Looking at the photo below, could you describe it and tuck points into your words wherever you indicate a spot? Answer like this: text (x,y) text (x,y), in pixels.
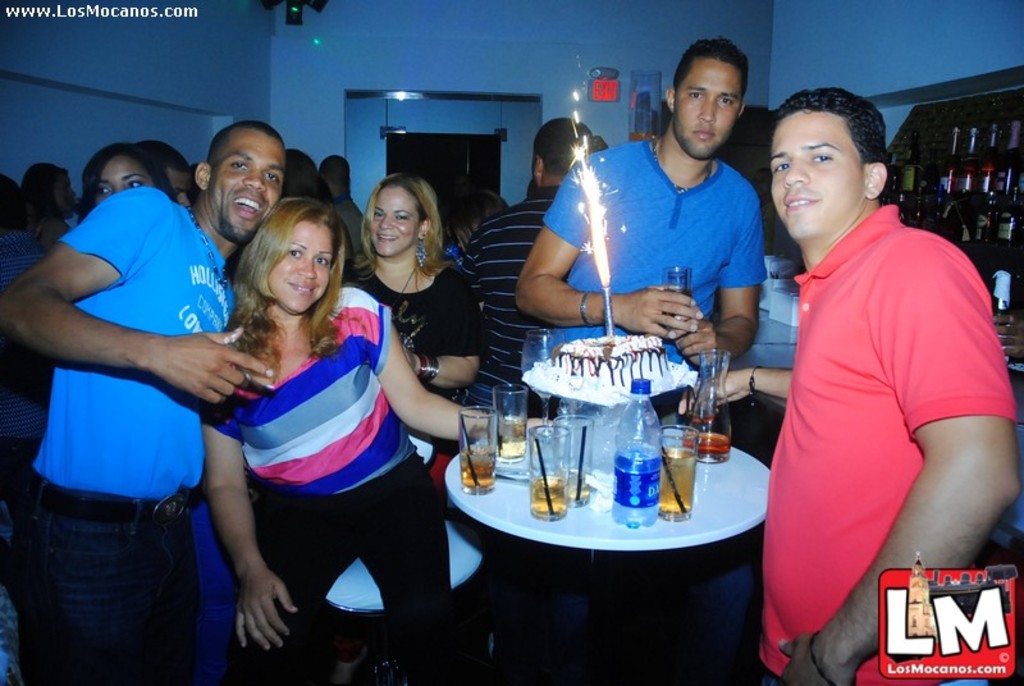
This is a picture taken in a room (541,365), there are a group of people (236,334) standing on the floor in front of these people (696,159) there is a table (592,567) on the table (579,543) there are glasses (514,450), bottle (625,471), jar (712,383) and a cake (610,373). The man (678,327) in blue t shirt (700,280) was holding a glass (683,290). Behind the people (406,341) there is a wall (373,64).
